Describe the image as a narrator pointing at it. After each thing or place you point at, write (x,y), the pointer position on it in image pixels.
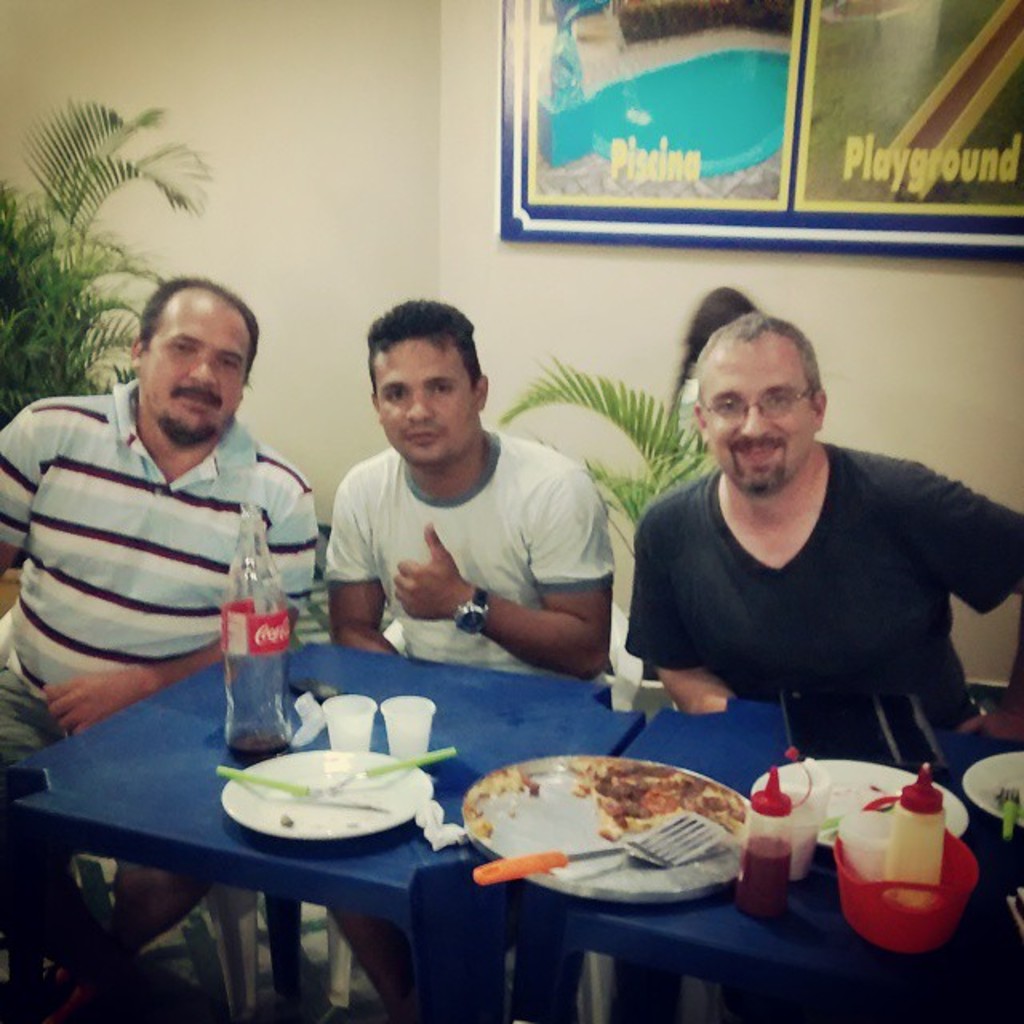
There are three people (469,573) sitting on chairs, in front of these people (410,654) we can see plates (301,765), spoons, bottles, glasses (393,719) and objects (301,706) on tables (529,724). In the background (7,225) we can see plants (584,403) and board (1020,8) on a wall (447,209).
